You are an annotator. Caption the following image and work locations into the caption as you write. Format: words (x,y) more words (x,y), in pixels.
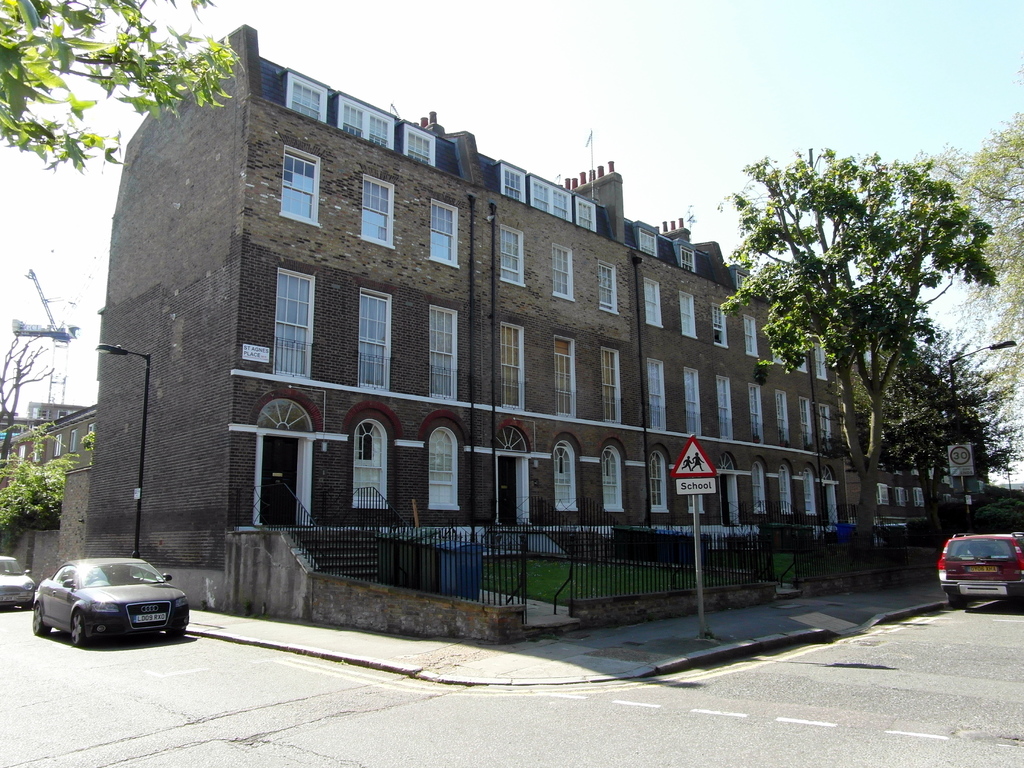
In this image, I can see a building (498,283) with windows (447,479) and doors (728,496). In front of a building (491,503), there are dustbins (432,556), iron grilles (645,566) and a signboard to a pole (701,554). There are cars (179,619) on the road (677,728). On the left side of the image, I can see a crane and a street light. On the right (886,341) and left side of the image (36,76), there are trees (93,103). In the background (624,69), there is the sky (601,101).
